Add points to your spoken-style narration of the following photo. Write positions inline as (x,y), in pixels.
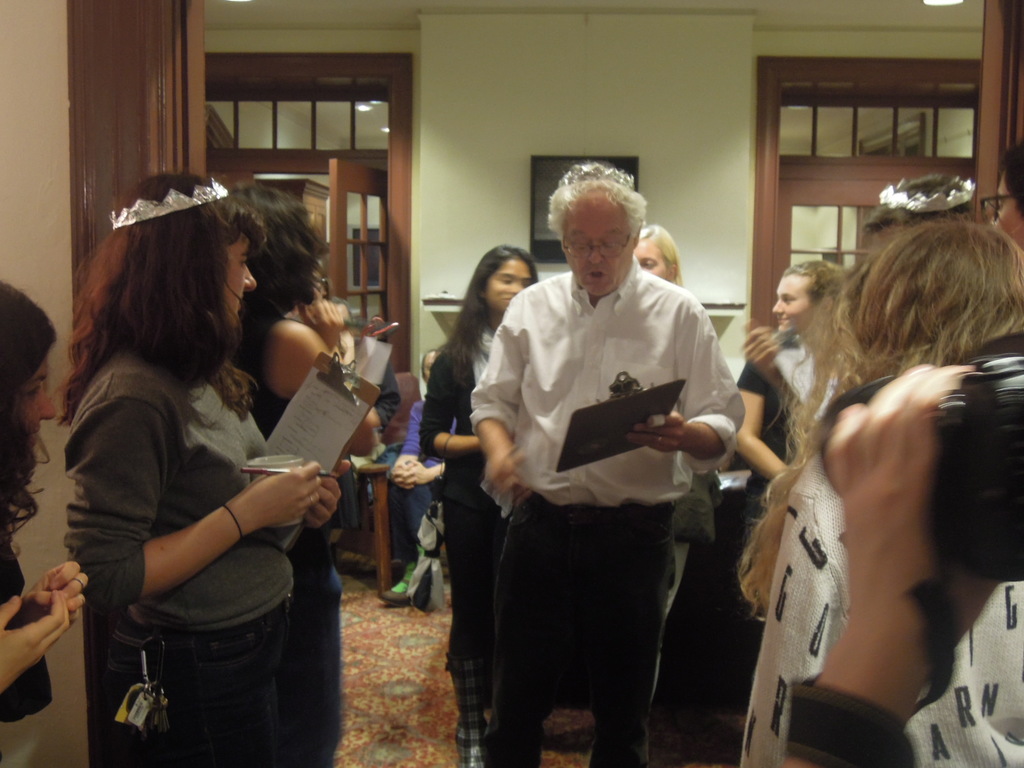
In this picture there is a man (526,398) in the center of the image (517,388), by holding notepad (575,452) in his hands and there are other people (301,567) on the right (852,490) and left side of the image (311,364), by holding note pads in their hands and there are doors (756,298) in the background area of the image (918,135).
